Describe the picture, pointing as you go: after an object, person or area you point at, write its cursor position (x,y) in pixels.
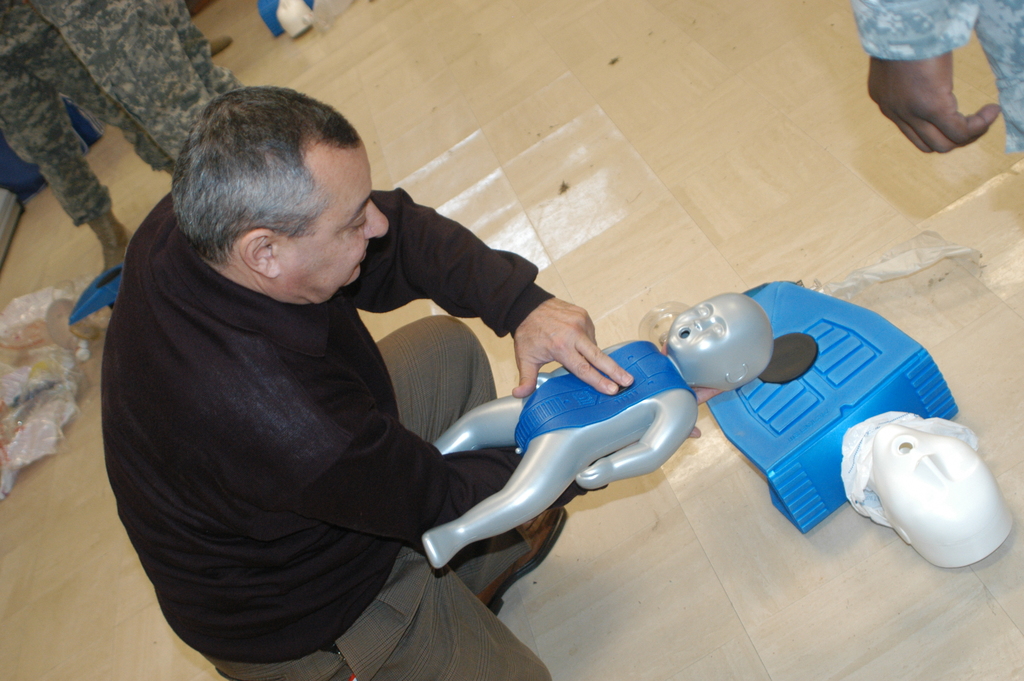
In this picture, we can see a few people (216,475) and among them a person (520,297) is holding an object (629,446), we can see the ground (967,636) and some objects (87,344) on the ground (648,110) like toy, covers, and we can see some objects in the top left side of the picture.
